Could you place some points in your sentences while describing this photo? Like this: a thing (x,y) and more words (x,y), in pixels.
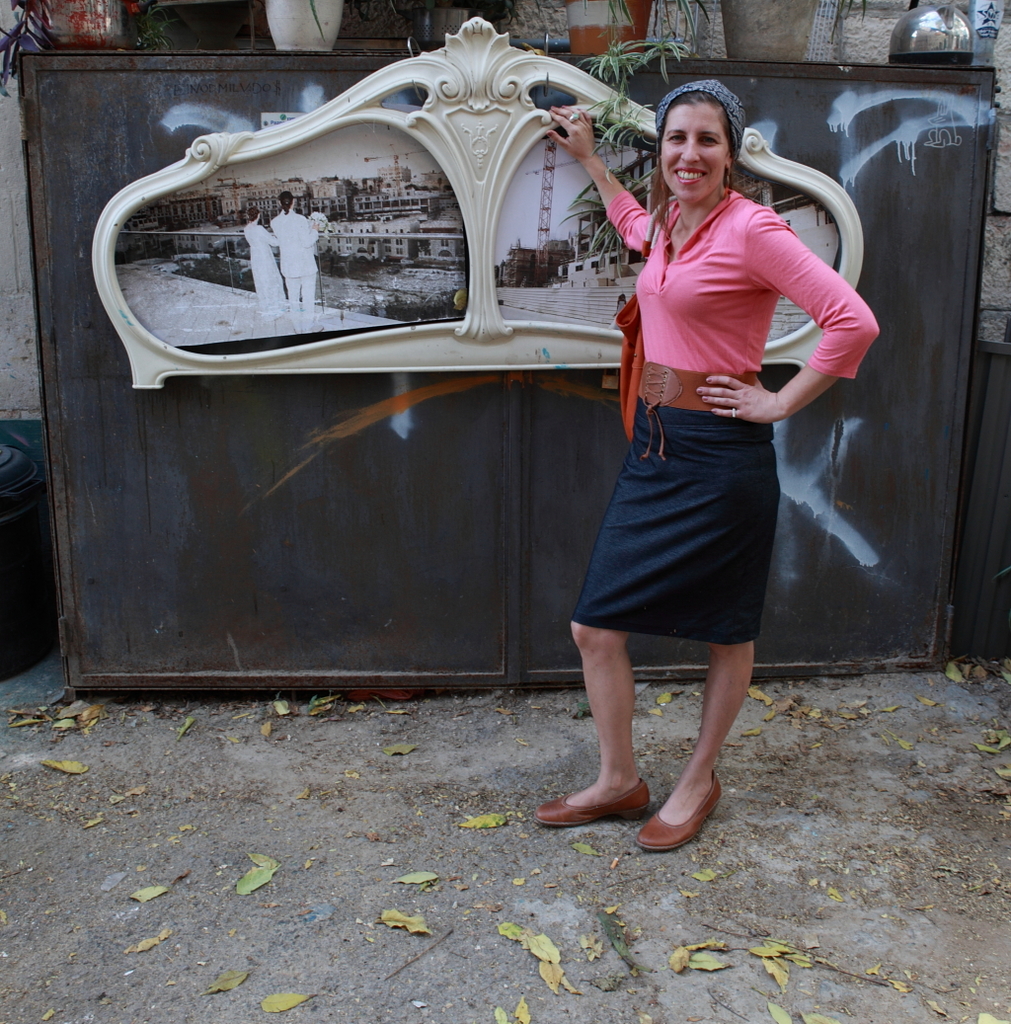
In this picture we can see a woman (699,767) standing on the ground (476,864) and smiling, house plants (753,15), photos (329,136) and in photos (351,199) we can see steps (581,305), buildings (229,181) and two persons (291,220) standing at the fence (246,268).
